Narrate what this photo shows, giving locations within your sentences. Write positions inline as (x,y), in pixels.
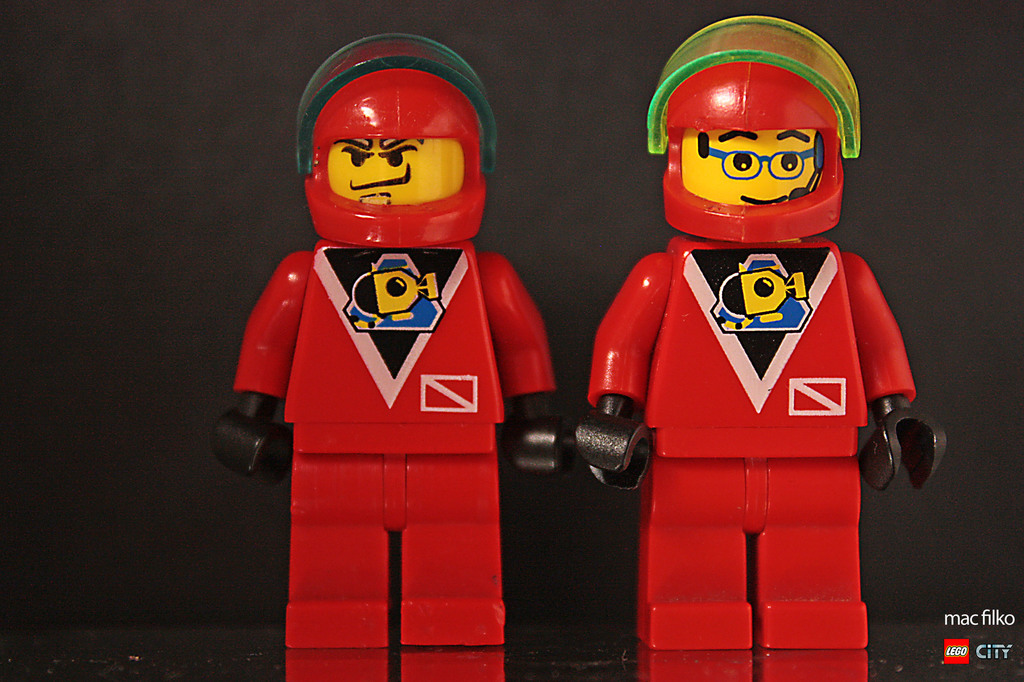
In the picture we can see two dolls (375,455) which are red in color with hands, which are black in color and behind it, we can see a wall (959,336) which is black in color.
